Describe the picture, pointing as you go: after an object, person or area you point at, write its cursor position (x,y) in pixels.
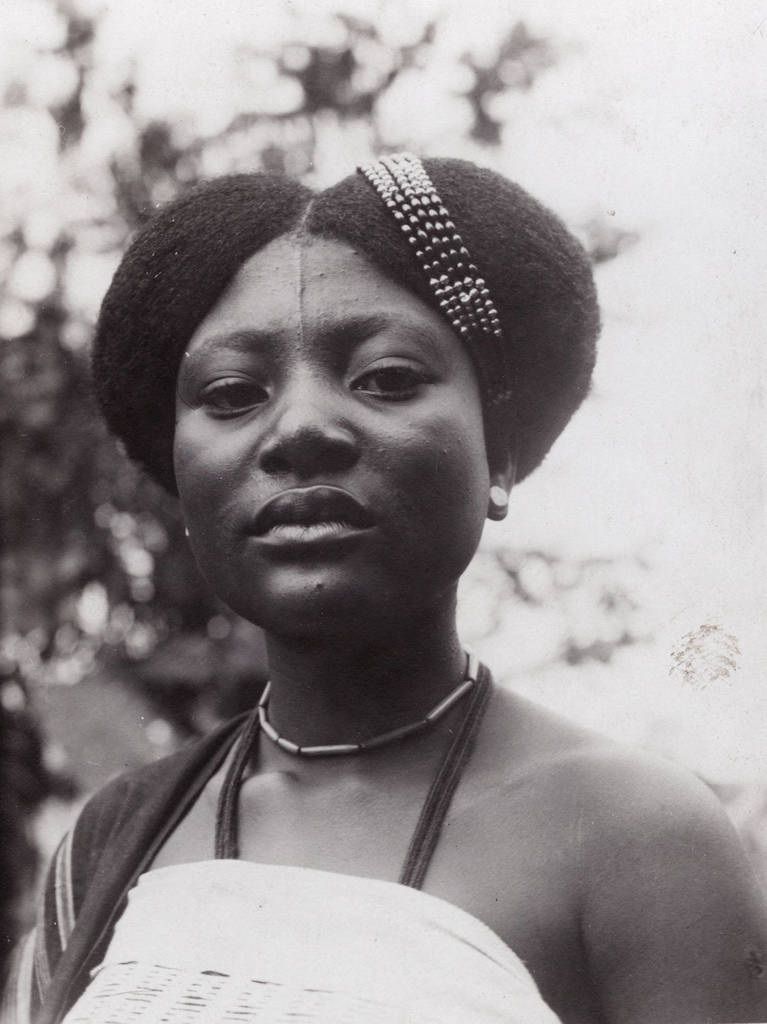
In this image I can see the person (343,695) with the clothes (57,872). And I can see there is something on the head (414,264). And there is a blurred background (18,426). And this is a black and white image.
